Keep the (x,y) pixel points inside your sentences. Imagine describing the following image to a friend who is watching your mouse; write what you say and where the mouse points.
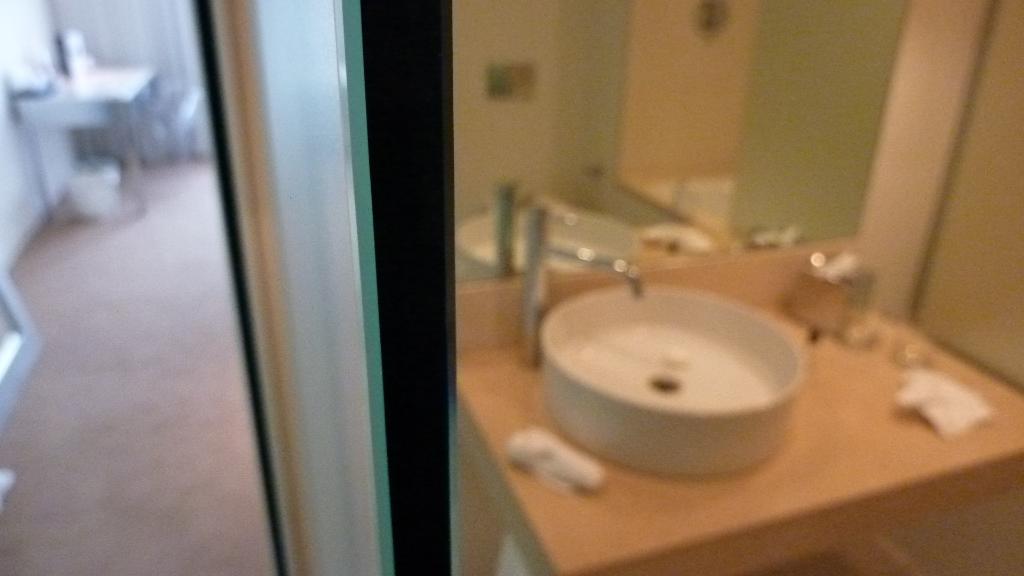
In this image, we can see a mirror (703,154) on the wall (763,256) and there is a tap (537,301) and a sink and some objects (903,389). In the background (107,83), there are stands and some other objects (93,209). At the bottom (125,453), there is a floor (107,471).
